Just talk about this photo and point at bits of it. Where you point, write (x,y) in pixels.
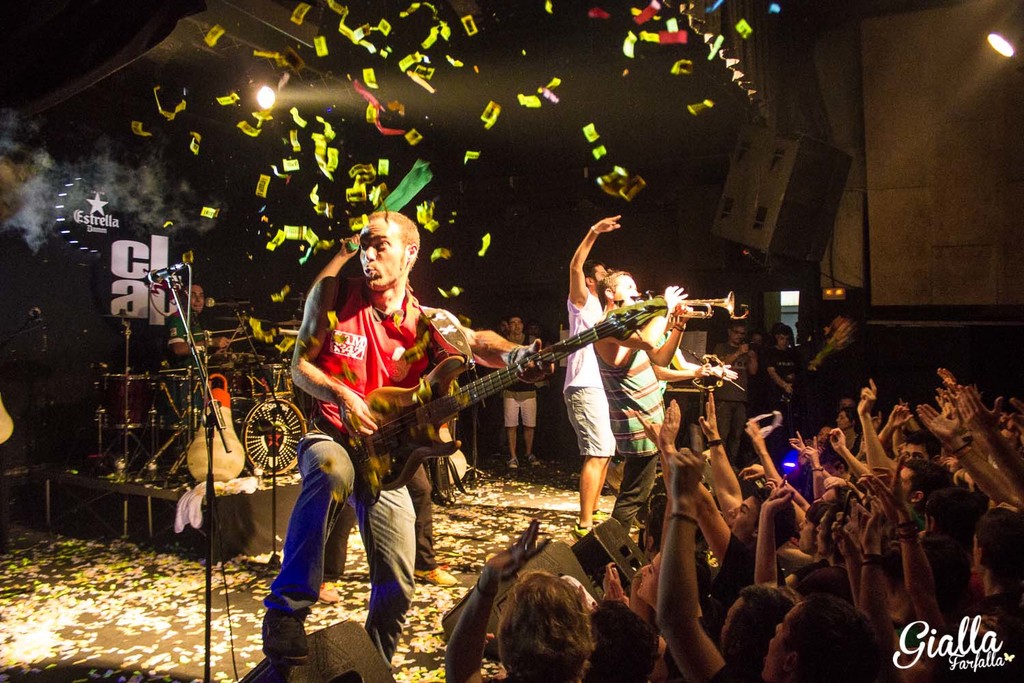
In this image, we can see stage (556,473) few peoples (621,398) are playing musical instruments (256,452) on the floor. At the bottom (783,522), we can see group of people (767,560) are standing they are raising their hands (965,443) at the bottom (888,465). Here we can see a light (994,43), some boxes (779,187).
